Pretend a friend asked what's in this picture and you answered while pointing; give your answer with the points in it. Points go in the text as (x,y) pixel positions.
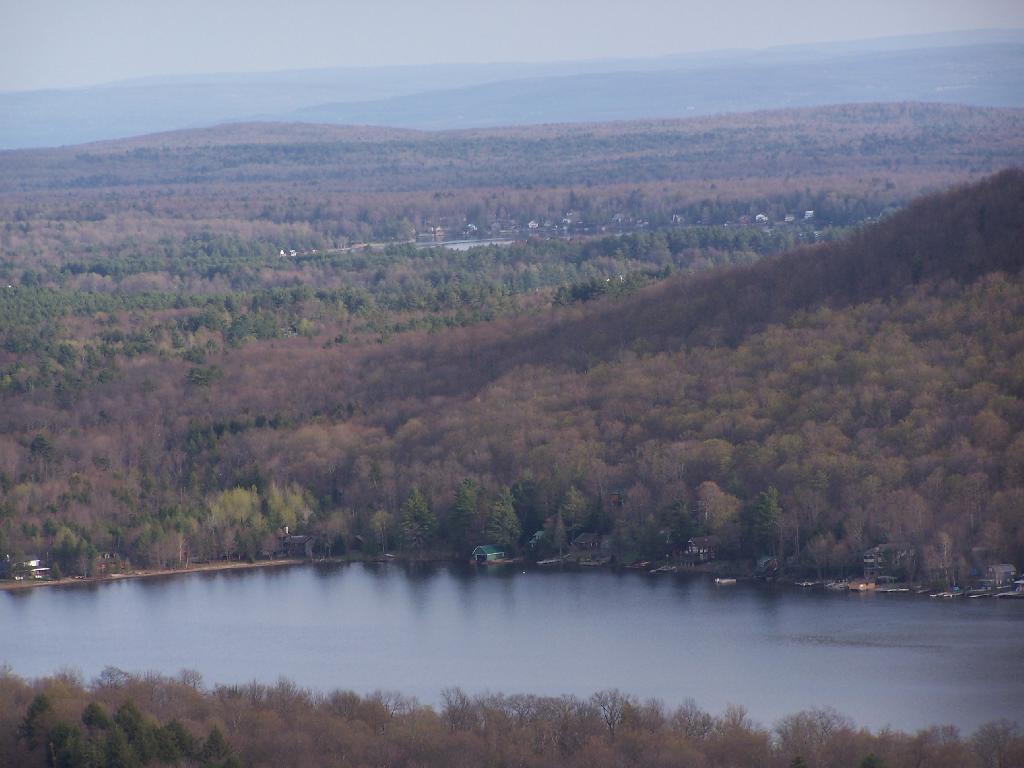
In this picture we can see trees (529,410) and water (394,623), beside the water (421,610) we can see sheds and some objects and in the background (732,132) we can see mountains (732,169), sky (61,62).
